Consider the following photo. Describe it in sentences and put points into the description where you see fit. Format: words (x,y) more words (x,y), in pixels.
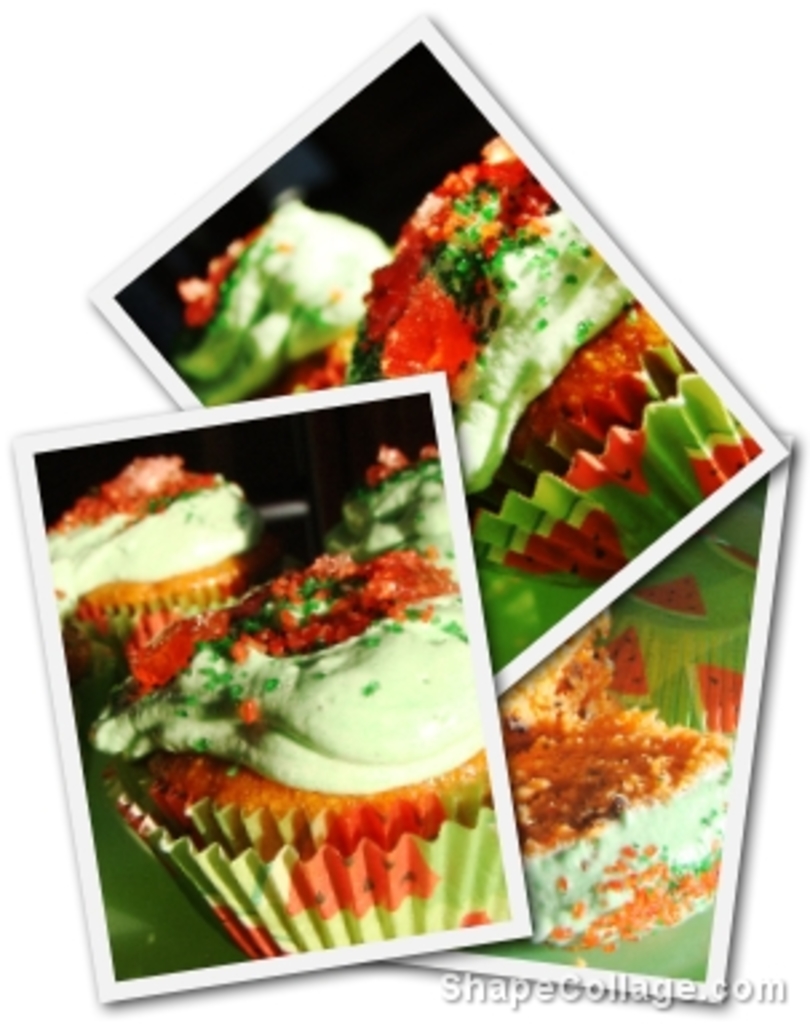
In this picture, we can see few photographs (486,724). In these photographs (462,612), we can see food items (545,735). On the right side (621,997) bottom corner, there is a watermark (566,996) in the image.
